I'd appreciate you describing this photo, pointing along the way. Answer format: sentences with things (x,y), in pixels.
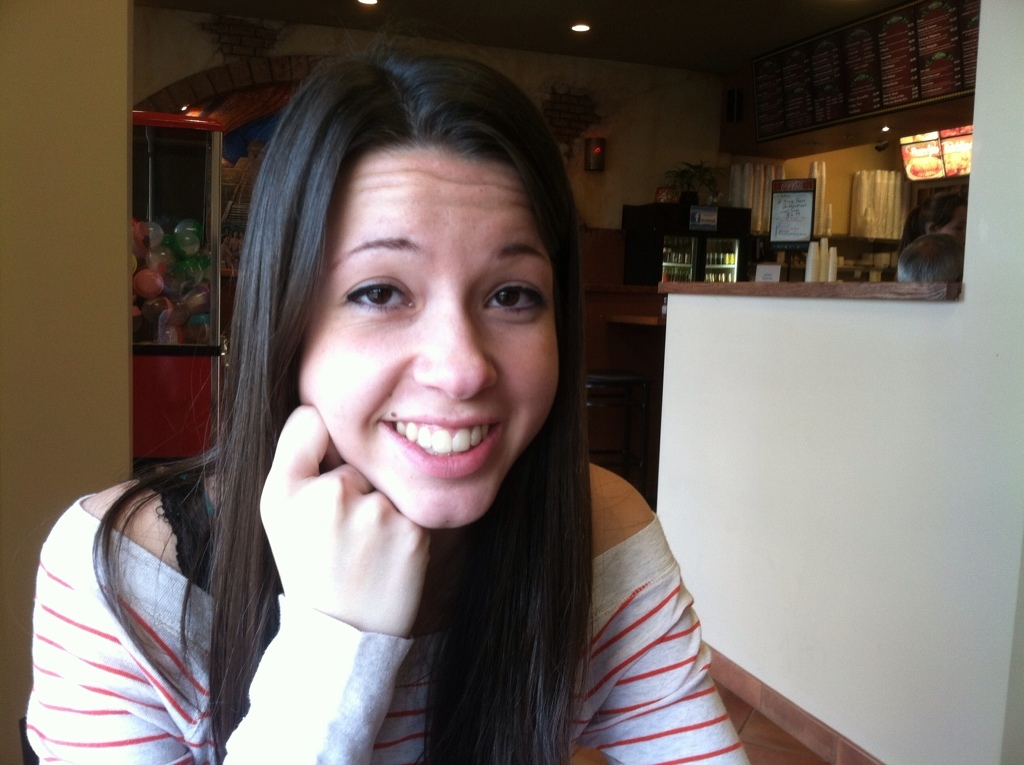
In this image we can see a lady (309,494) smiling. In the back (157,371) there is a box (183,266) with balls (142,286). There is a wall (284,78) with painting (257,80). Also there is another box (680,241). Inside that there are some items (727,258). And there are cups (822,222). Also there is a board (822,80) with something written. On the ceiling (416,22) there are lights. And we can see two persons (932,237). And there is a wall (825,397) on the right side (884,487).
